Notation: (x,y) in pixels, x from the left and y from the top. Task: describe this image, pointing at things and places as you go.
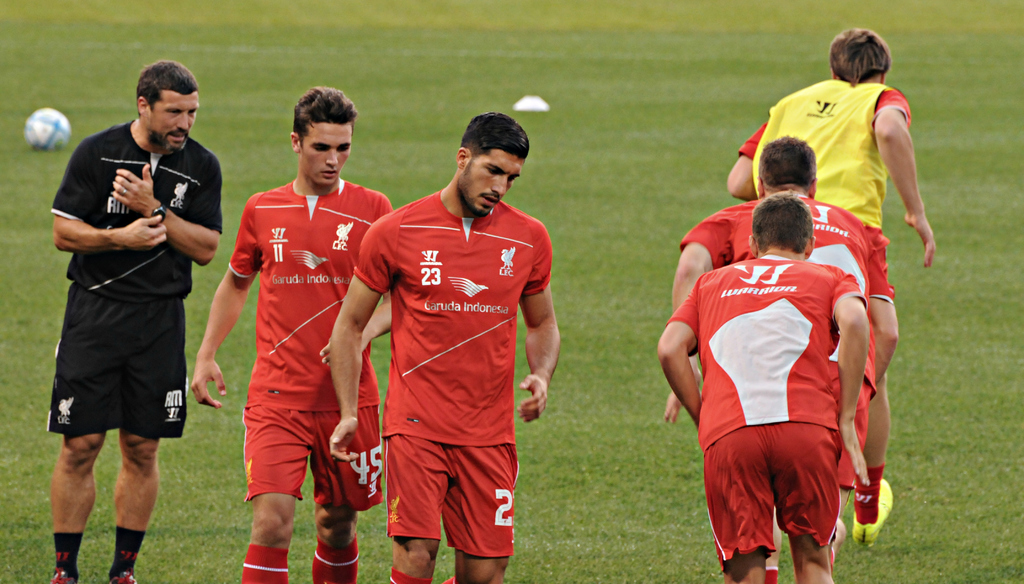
In the center of the image (471,373) we can see some persons (401,405). In the background of the image (593,323) we can see ball (63,141), ground (601,237).
